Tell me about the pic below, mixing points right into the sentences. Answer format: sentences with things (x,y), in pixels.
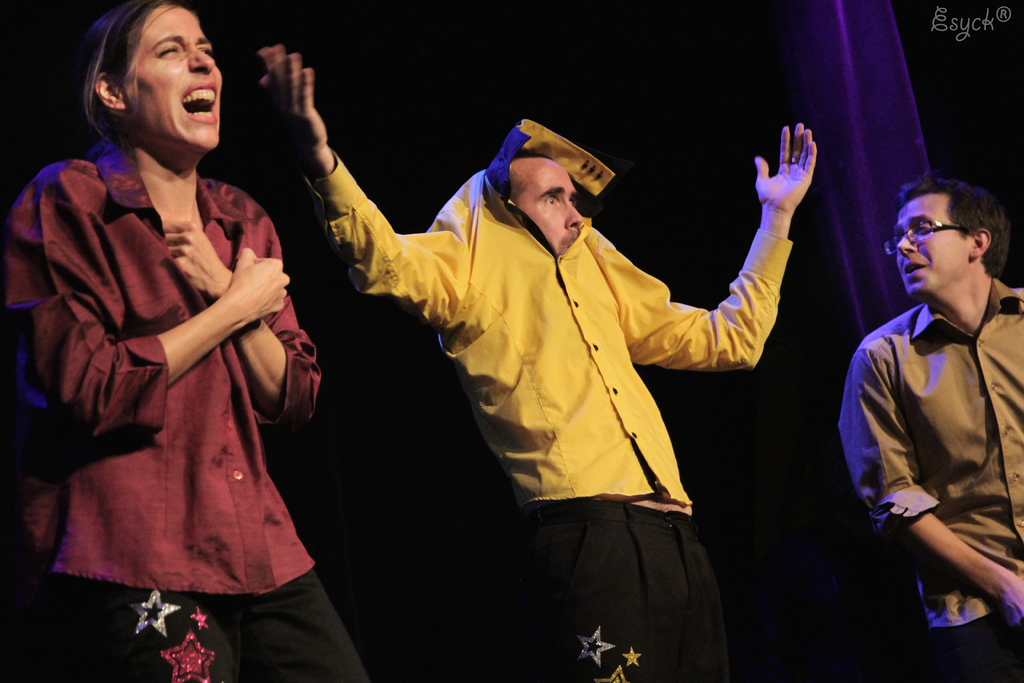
There are three people (492,228) in the image first, second and third. On the left side (195,180) there is a women (196,129) she was laughing and she was wearing a red color shirt (141,556). In the middle (554,363) there is a man (526,383) he was wearing yellow color shirt (556,363) and the man (858,435) on the right side (943,429) is looking at the middle person (563,356).
